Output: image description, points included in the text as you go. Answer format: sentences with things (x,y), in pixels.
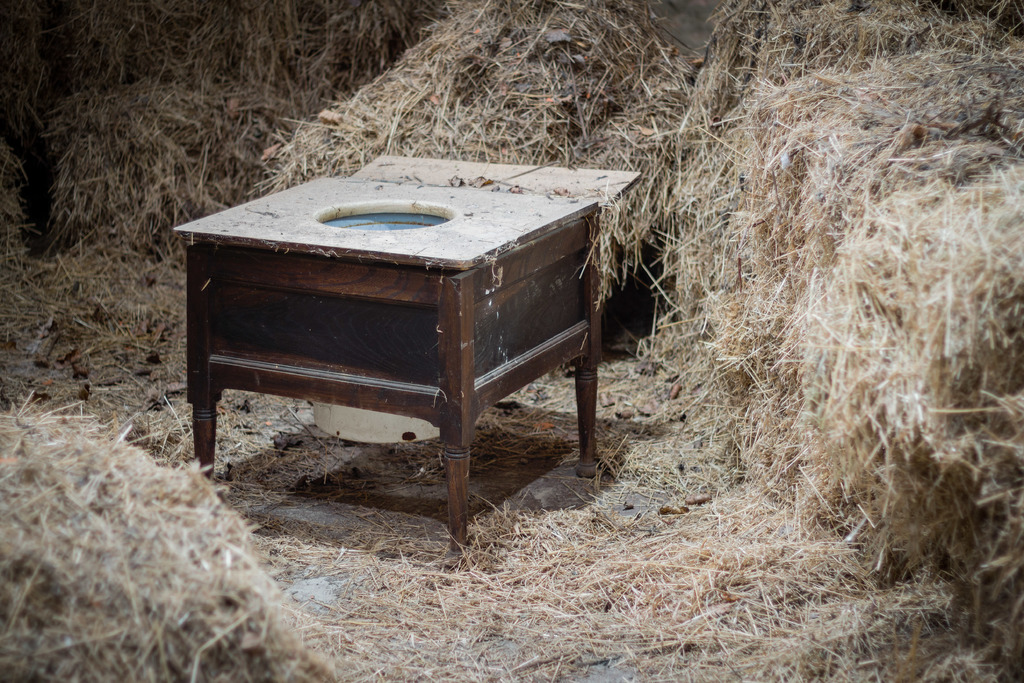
In this picture we can see a wooden table (595,400) in the grass (568,535). There is some dry grass (686,420) from left to right.
